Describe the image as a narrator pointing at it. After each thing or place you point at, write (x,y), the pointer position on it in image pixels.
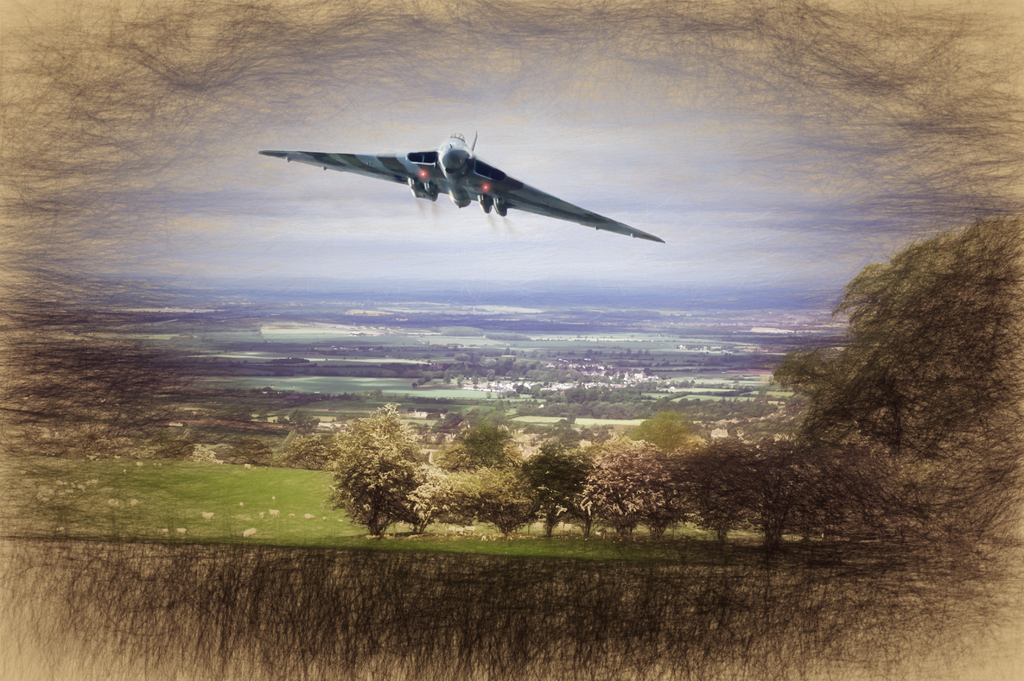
This is an edited image. In the middle of the image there is an airplane (435,174) flying. At the bottom (659,473) there are many trees (582,474) on the ground (329,380). In the background (658,223), I can see the sky (647,203).
